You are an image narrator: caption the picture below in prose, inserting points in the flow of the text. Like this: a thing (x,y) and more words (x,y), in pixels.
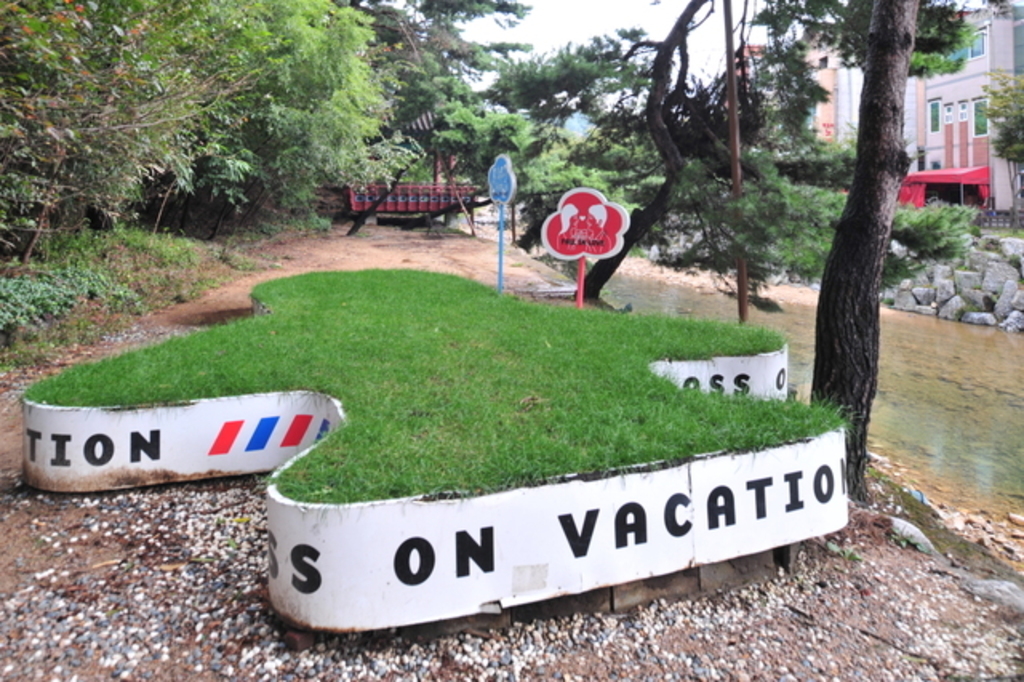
In this picture I can see trees (743,157), buildings (938,140) and water (1012,459) and few rocks (953,286) and couple of boards (585,254) with some text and grass (396,289) and a cloudy Sky (649,7).
